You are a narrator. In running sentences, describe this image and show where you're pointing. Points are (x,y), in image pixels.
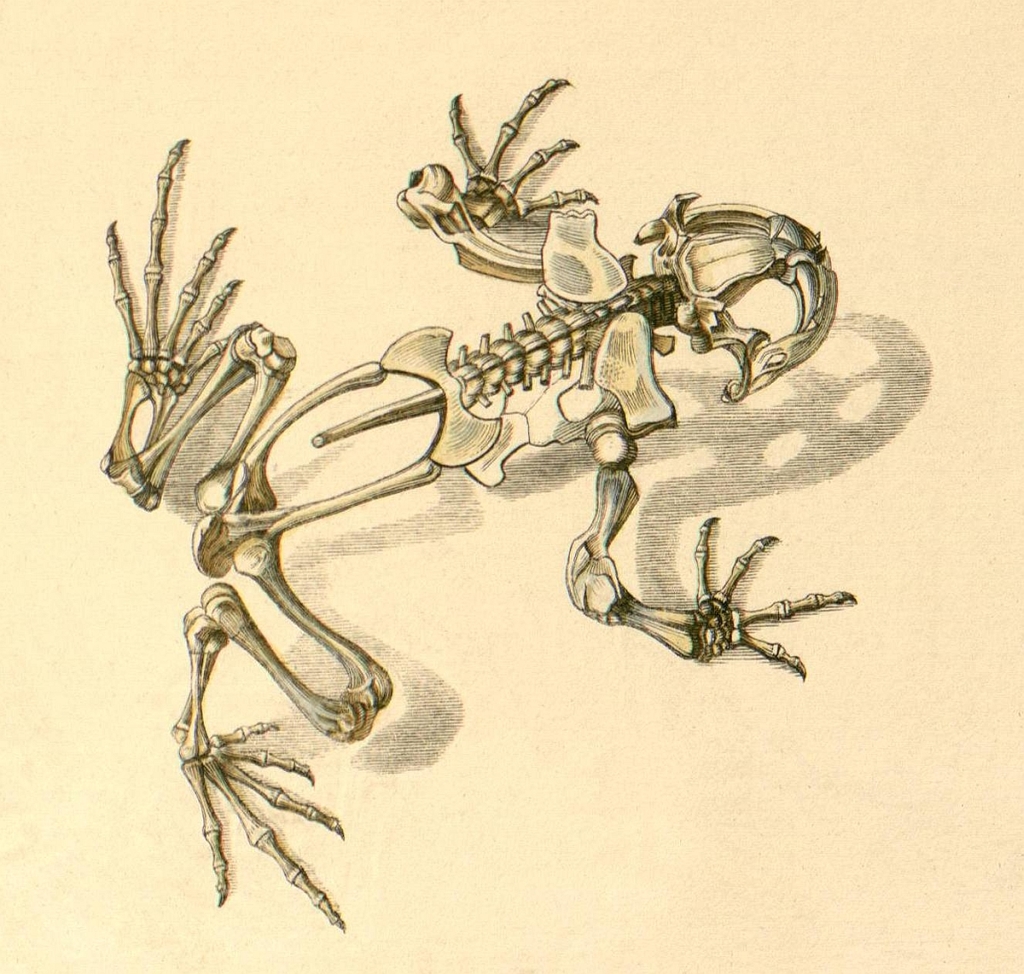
In this image I can see a drawing (487,380) of the skeleton (415,406) of a frog (450,449). I can see the cream colored background (343,118).
